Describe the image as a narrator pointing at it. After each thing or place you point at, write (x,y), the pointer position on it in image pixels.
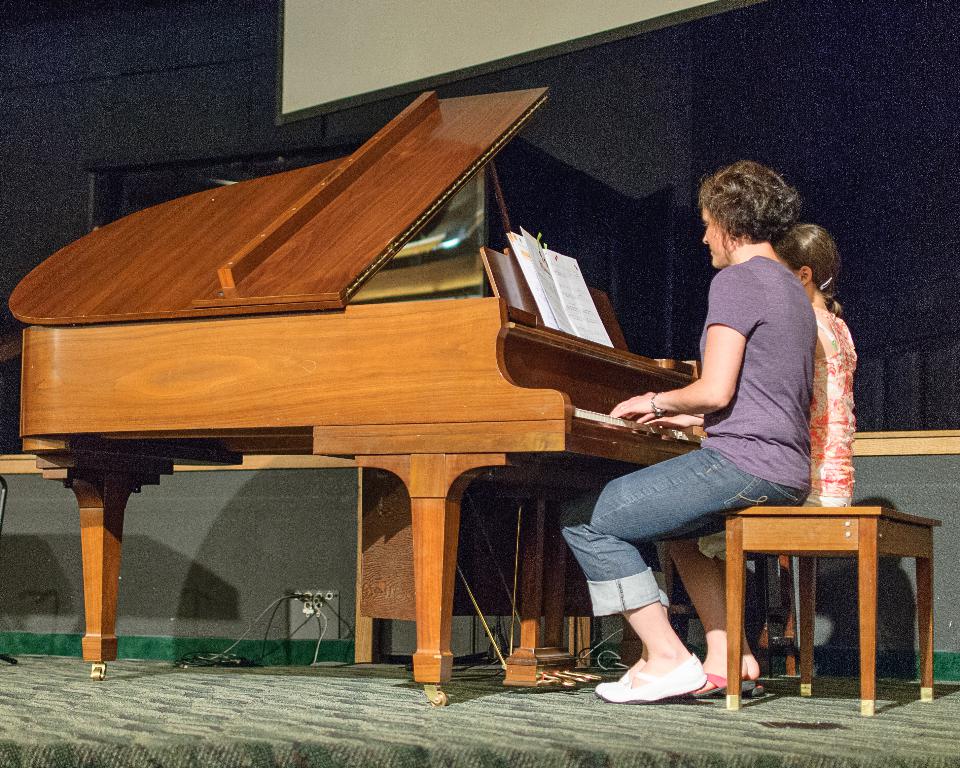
On the right side of the image (696,594) we can see two persons (757,394) sitting at the piano (440,380). On the piano (533,305) there is a book (577,283). In the background (694,147) we can see screen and wall (209,89).
